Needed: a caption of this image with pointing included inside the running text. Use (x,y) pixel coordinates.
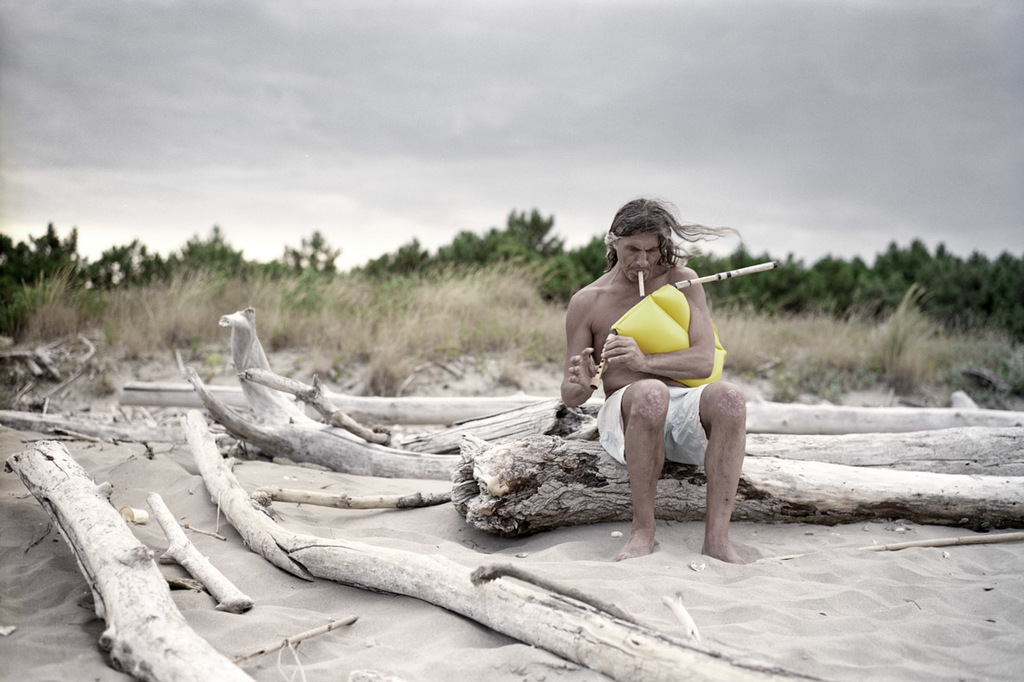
In the center of the image (680,414) there is a person (689,372) sitting on the wooden log (596,485) and he is holding some object (669,317). Beside him there are wooden logs (322,428). Behind him there is grass (429,334) on the surface (506,361). In the background of the image (864,288) there are trees (844,279) and sky (681,78). At the bottom of the image (835,588) there is sand (845,601).
